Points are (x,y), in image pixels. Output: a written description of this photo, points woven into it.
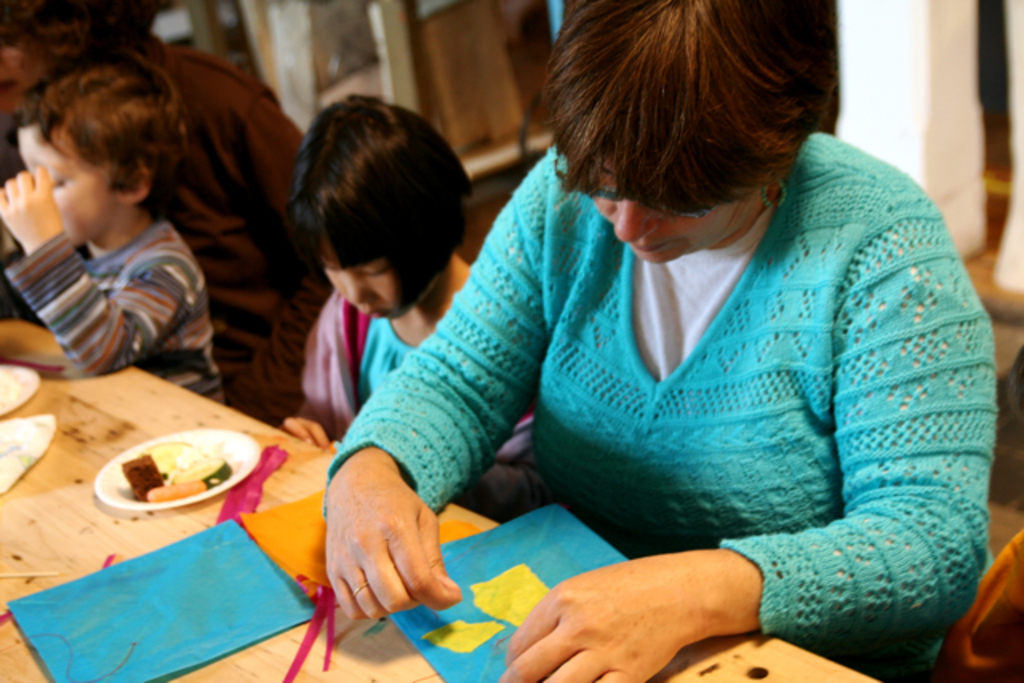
There are three people (349,317) sitting and the boy (159,265) standing. This is the table (94,398) with papers (244,596), plate of food (161,503) and some things (12,385) on it.
